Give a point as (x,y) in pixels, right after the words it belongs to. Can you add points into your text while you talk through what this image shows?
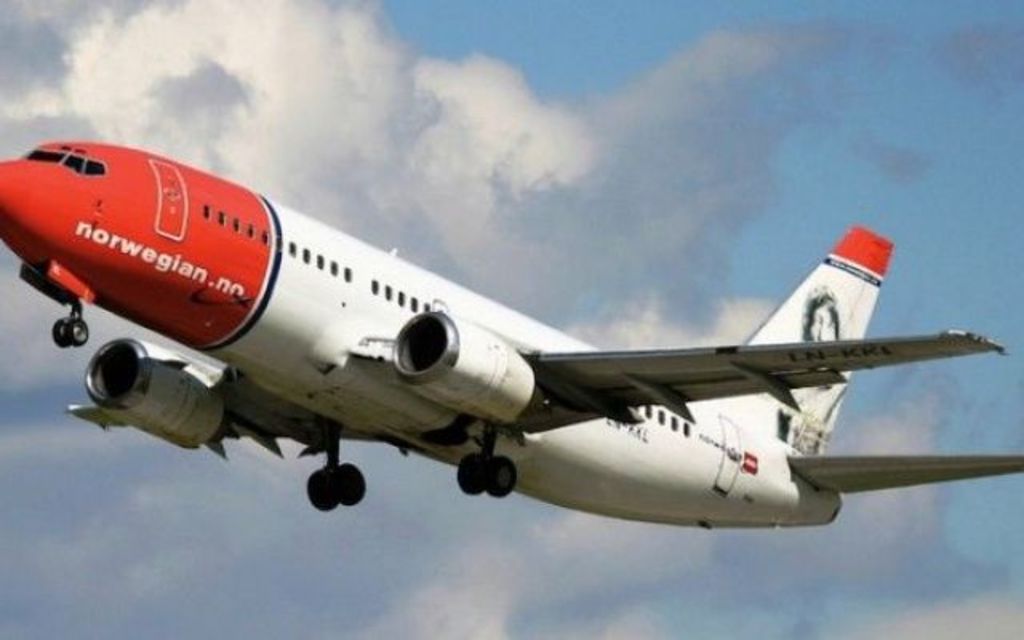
This picture is clicked outside. In the center (381,340) we can see an airplane (459,363) flying in the sky (44,343). In the background (913,196) we can see the sky (862,112) and the clouds (327,136).
